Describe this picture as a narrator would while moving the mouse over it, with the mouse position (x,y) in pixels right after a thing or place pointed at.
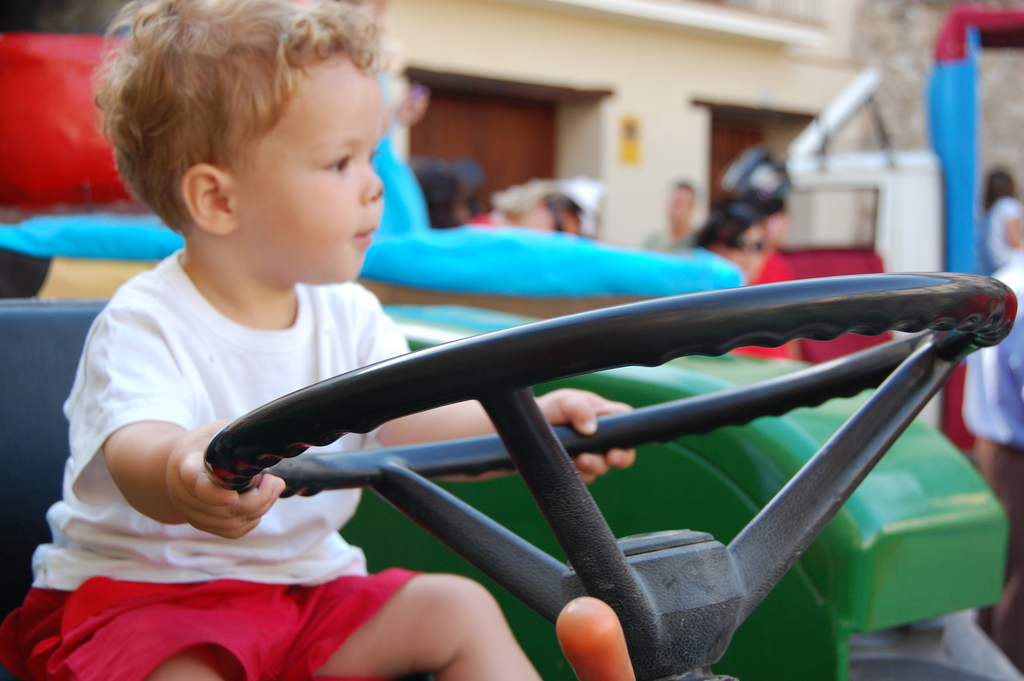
In this picture I can see a boy (182,641) sitting in a vehicle (493,485) and holding a steering (744,560), and in the background (634,219) there are group of people (743,223), a house (829,8) and some other items (692,263).
